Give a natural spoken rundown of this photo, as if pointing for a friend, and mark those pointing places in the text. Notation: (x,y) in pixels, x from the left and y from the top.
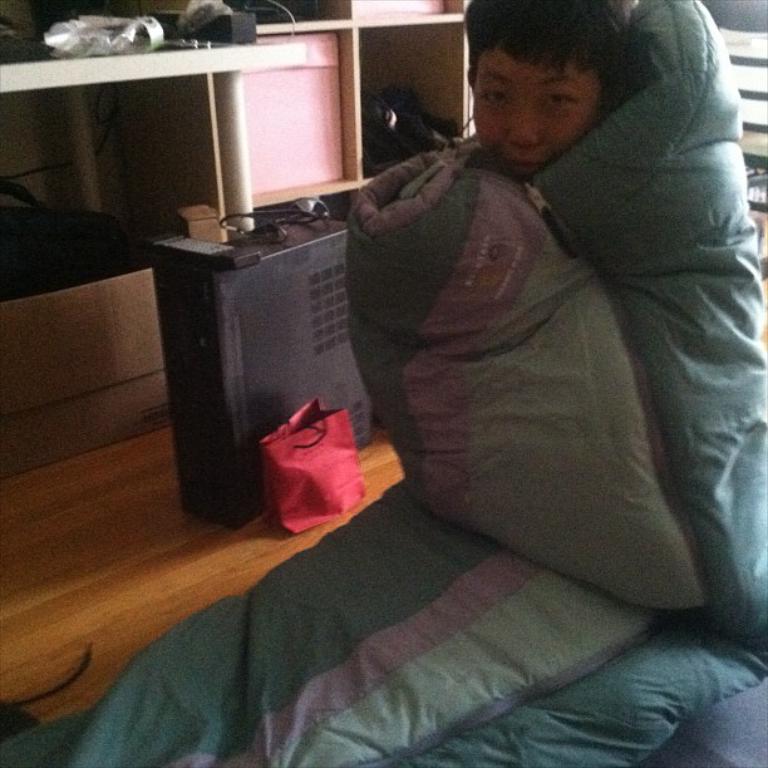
In this image a boy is visible in the right (644,146) who is wrapped in a sleeping bag (652,250). And a floor (101,560) on which CPU (209,470) is kept and a bag (323,434) is there. And a shelves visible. This image is taken inside a room (289,377).
